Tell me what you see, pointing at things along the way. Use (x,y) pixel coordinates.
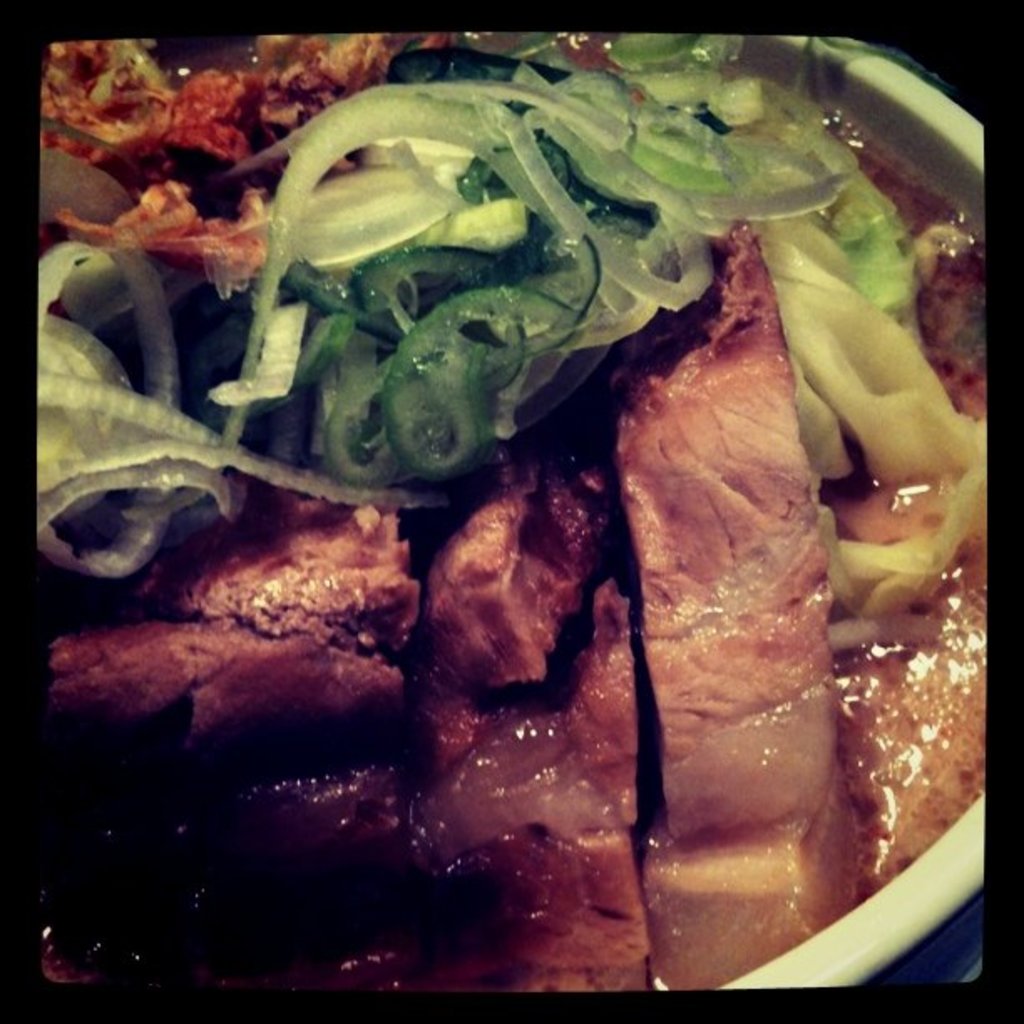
In this image there is a bowl (981,848) with meat slices (721,749) and vegetables (523,282) in it.
